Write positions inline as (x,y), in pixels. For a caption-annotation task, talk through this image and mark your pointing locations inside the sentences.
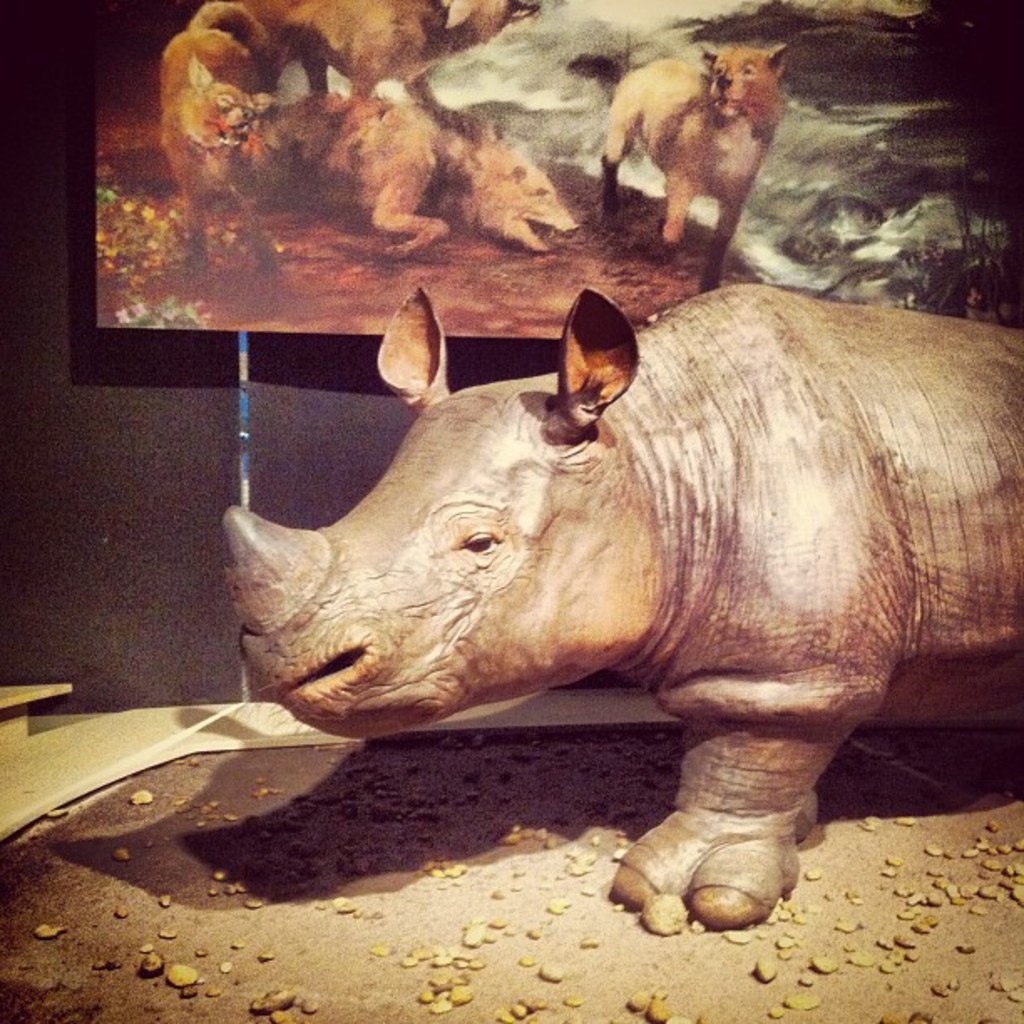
Here in this picture, in the front (610,552) we can see a statue (685,525) of a Rhinoceros (644,514) present on the ground (365,930) and beside that on the wall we can see a painting (141,95) present.
